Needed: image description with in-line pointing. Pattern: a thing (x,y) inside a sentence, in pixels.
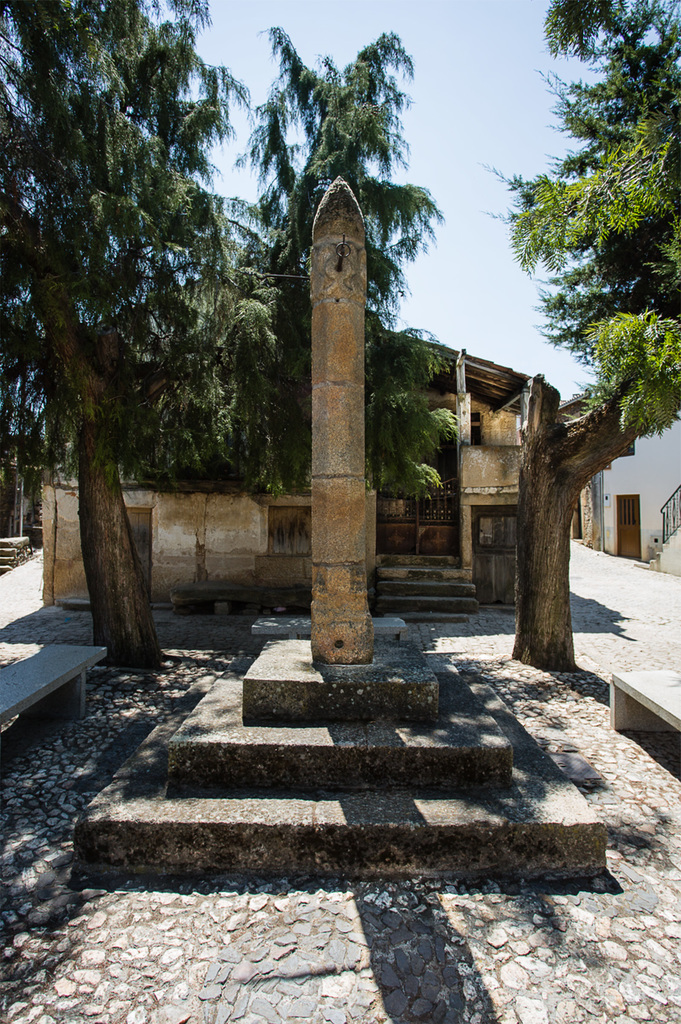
In this image there are trees (99,511) and sheds (202,495). In the center (327,671) we can see a stone (328,672) and there are benches (73,668). There is sky (424,117).
